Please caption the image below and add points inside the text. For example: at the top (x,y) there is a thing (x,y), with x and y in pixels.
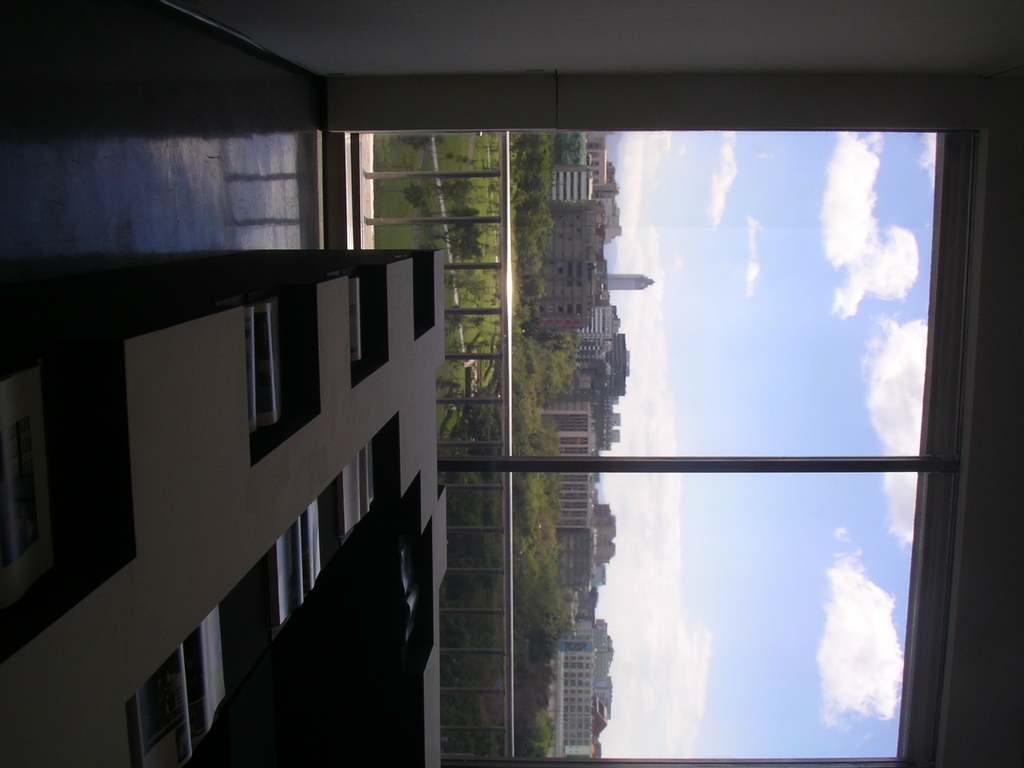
In this picture we can see few buildings (550,404), trees (526,246), pole (458,468) and metal rods (506,406), in the background (641,336) we can see clouds (626,331).
